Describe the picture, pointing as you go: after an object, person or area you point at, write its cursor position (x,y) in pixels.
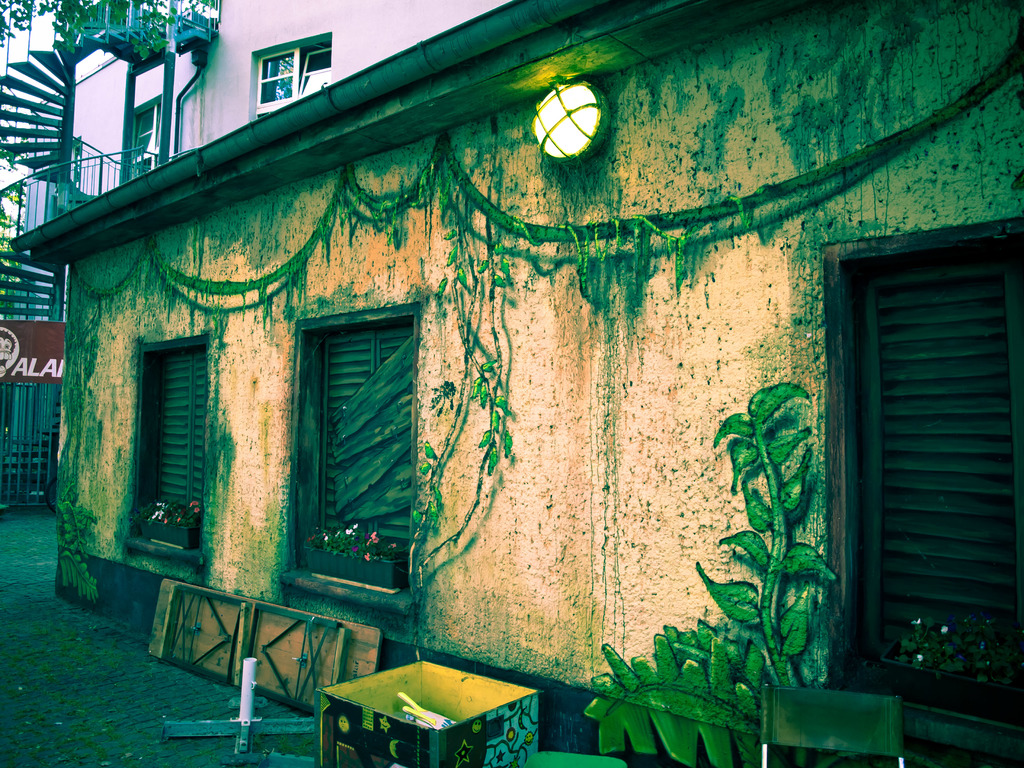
In the image there is a wall (222,250) and there are three windows (856,580) in between the wall (575,521), there are some paintings (786,520) to the wall (570,331) and there is a building (227,52) in the background (201,43), there are stairs (40,76) in front of the building (86,189).
